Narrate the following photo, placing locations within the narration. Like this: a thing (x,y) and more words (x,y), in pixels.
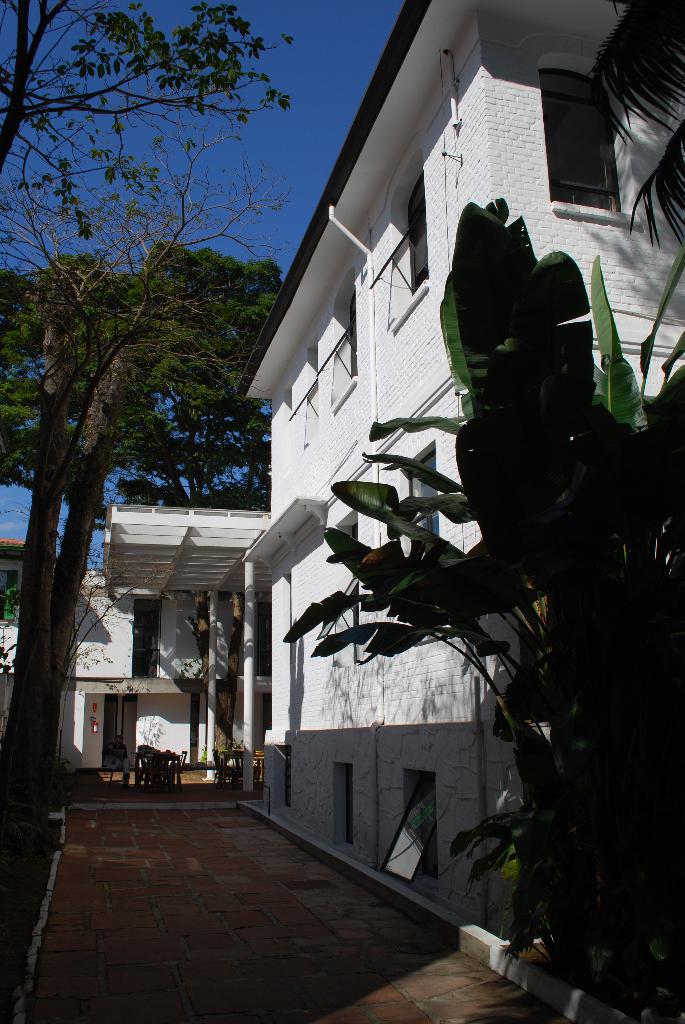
In this image, there are houses (137,716), trees (473,509), chairs (237,767) and I can see a person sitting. At the bottom of the image (205,960), I can see a pathway (159,834). In the background (351,39), there is the sky (320,31).
